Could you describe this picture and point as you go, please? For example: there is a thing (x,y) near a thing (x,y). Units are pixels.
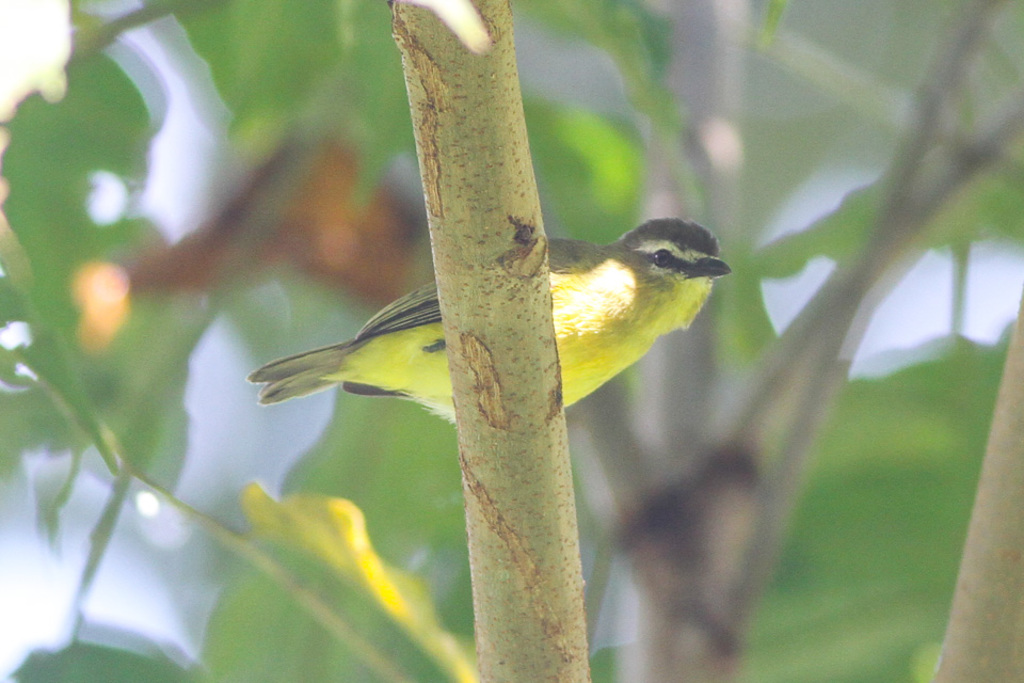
In the image in the center (529,387), we can see one branch (552,483). On the branch (554,443), we can see one bird (596,342), which is in yellow and black color. In the background (852,267), there is a tree (27,227).
